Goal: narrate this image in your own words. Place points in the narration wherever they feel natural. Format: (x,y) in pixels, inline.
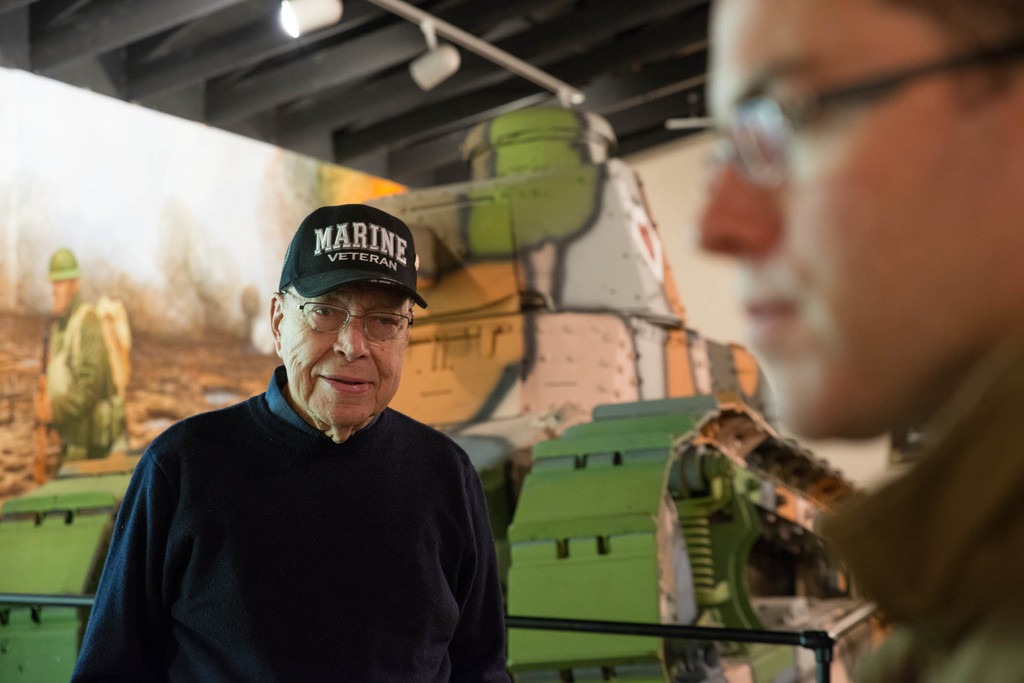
On the left side of the image (312,535) we can see a person (472,658). On the left side of the image (312,535) there is a person (343,453) wearing spectacles (370,322). In the background (117,195) there is a wall (102,205).
